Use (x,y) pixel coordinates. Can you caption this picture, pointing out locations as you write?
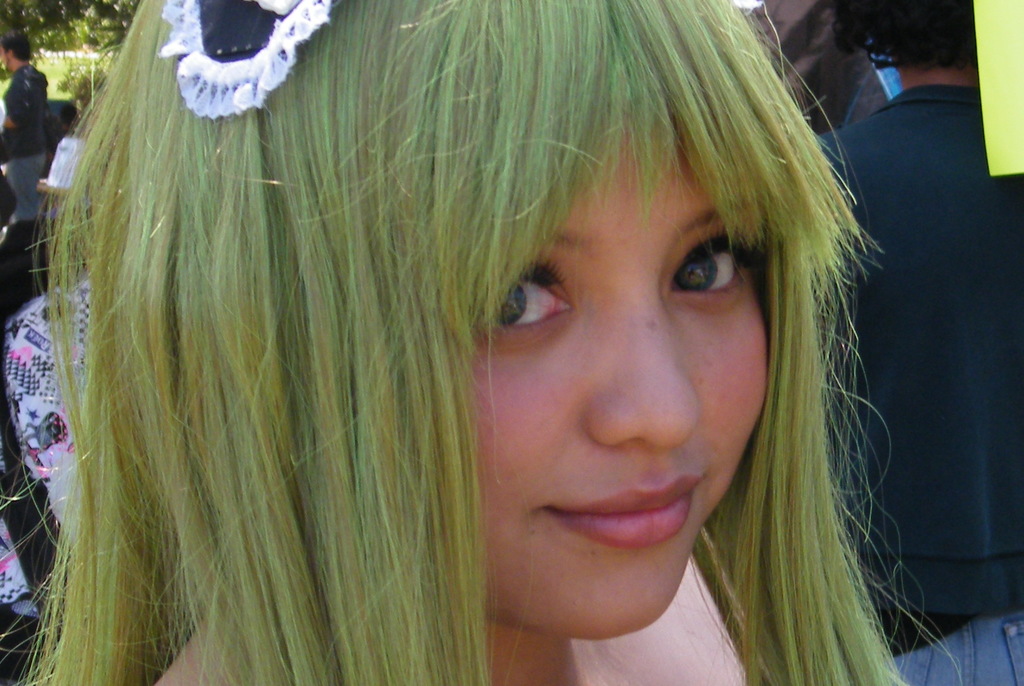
This picture is clicked outside. In the foreground (672,387) we can see a person (625,530) smiling and seems to be standing. In the background (29,112) we can see the group of people (927,92), green grass (59,65), plants (87,82), trees (102,45) and some other objects (1005,45).
